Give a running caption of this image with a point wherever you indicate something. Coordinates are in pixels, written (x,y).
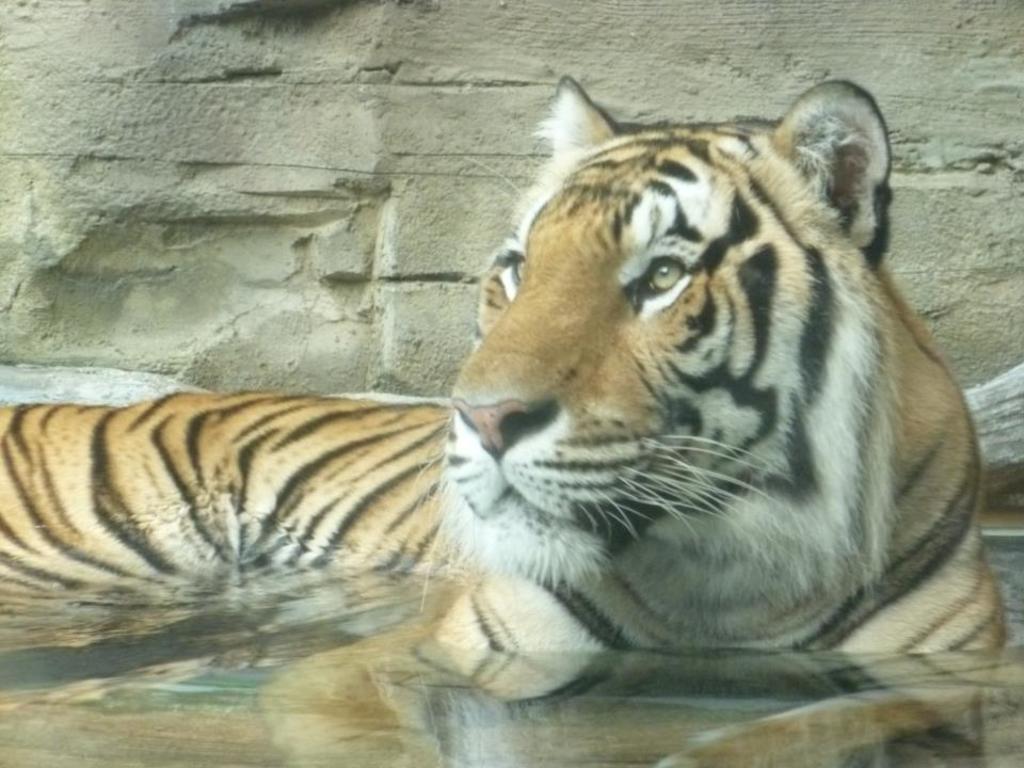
In this image we can see a tiger (431,506) in the water (347,606). In the back (380,239) there is a wall (412,85).
